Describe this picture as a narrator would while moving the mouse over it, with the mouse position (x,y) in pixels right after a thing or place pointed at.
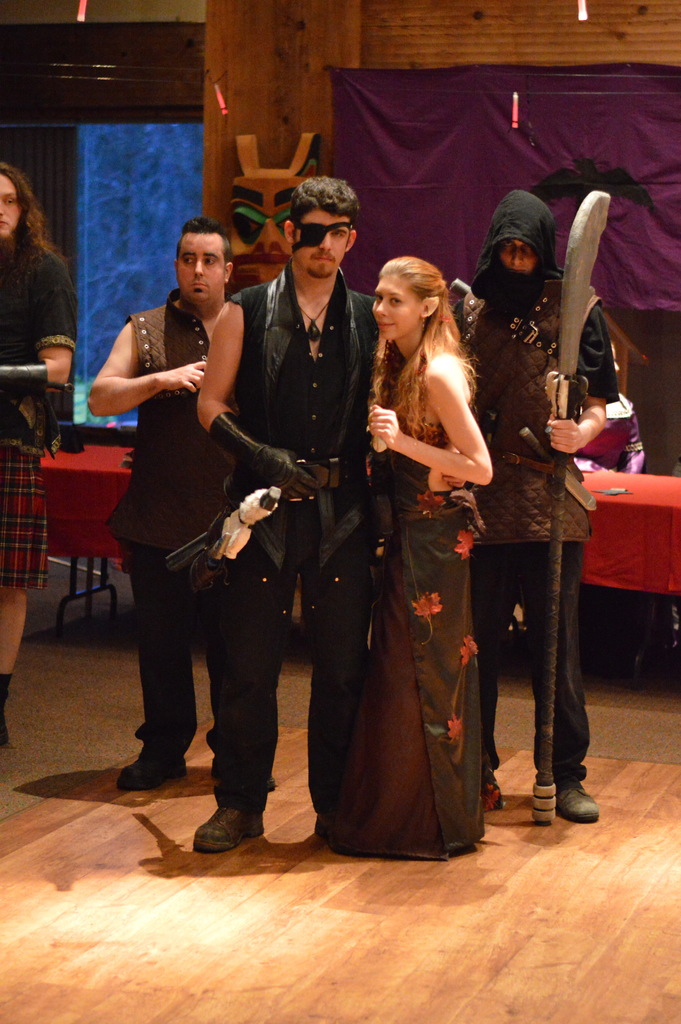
In the middle of the picture (309,447) we can see group of people (214,314). In the background (527,128) there are tables (96,501), curtain (376,171), wall (307,75), glass window (125,180) and other objects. At the bottom (378,960) there is floor (266,967), outside the glass (139,198) we can see greenery (124,258).
